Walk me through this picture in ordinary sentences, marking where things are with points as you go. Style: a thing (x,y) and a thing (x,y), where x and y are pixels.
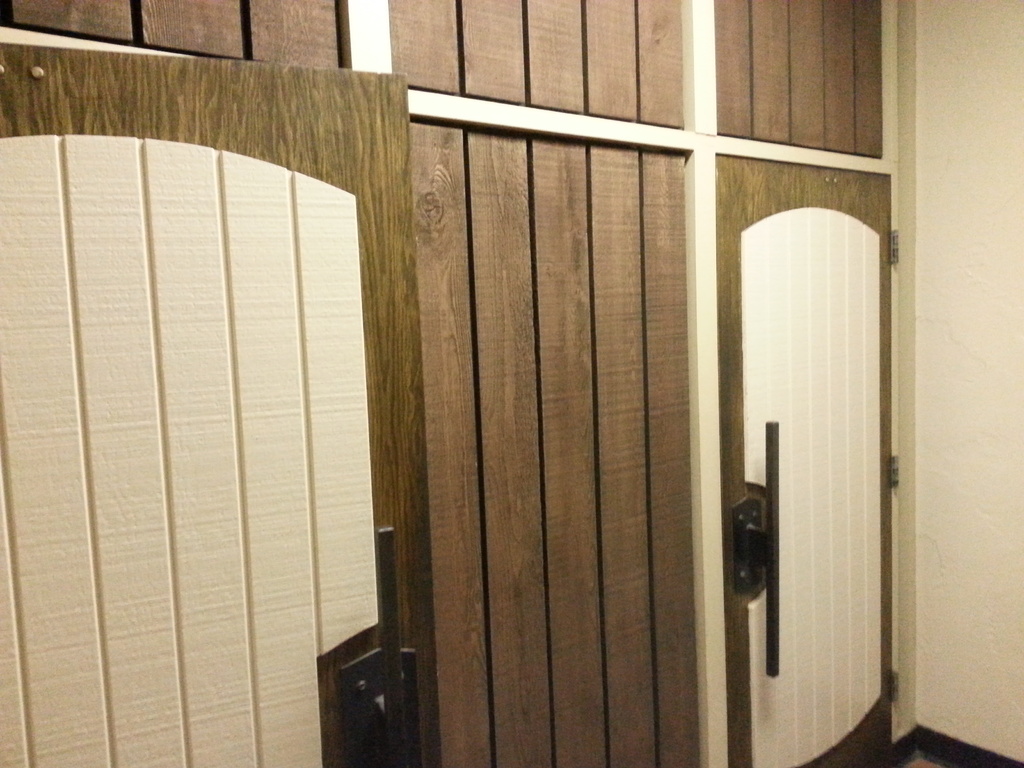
In the image we can see there are wooden doors (104,427) and there is a cream colour wall (1018,624).
